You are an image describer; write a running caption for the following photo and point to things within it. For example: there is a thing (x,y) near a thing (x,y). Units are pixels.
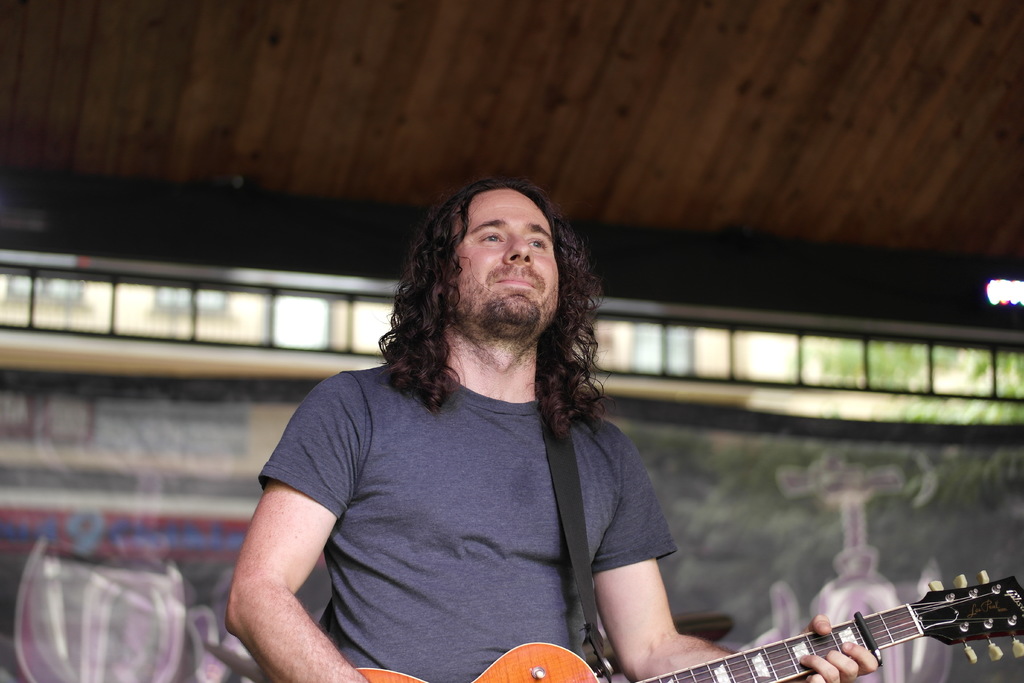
In the given image we can see a person (445,470) holding a guitar (545,658) in his hands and he is wearing a t-shirt (334,440) which is in cement color.
